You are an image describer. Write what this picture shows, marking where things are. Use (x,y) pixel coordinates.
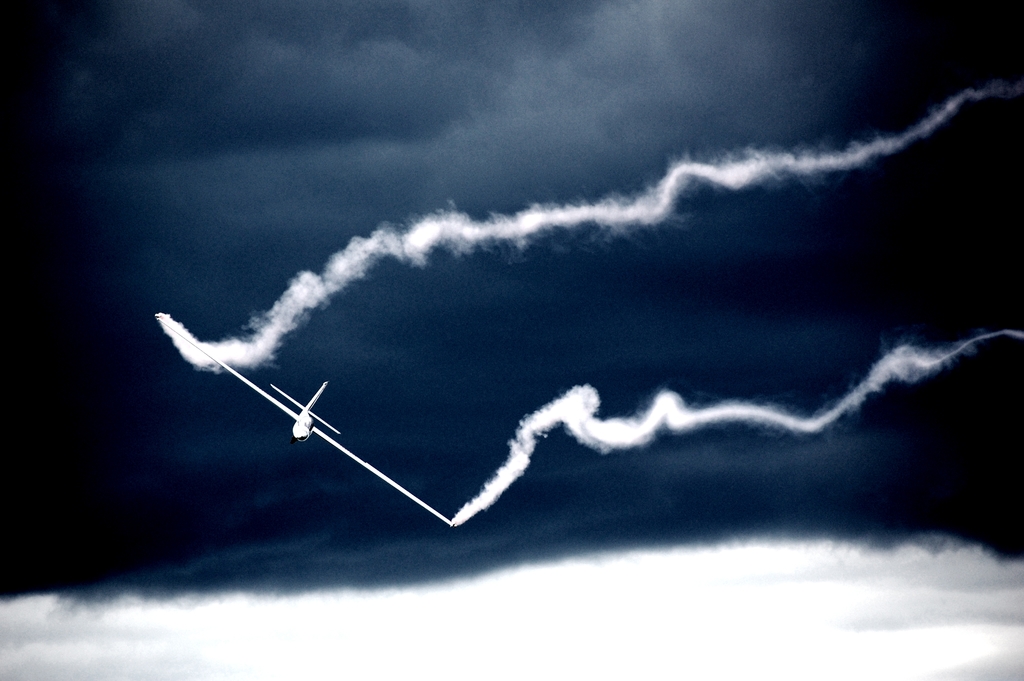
In this image we can see an airplane (300,419). In the background (450,332), we can see clouds (149,317) and smoke (880,375).
